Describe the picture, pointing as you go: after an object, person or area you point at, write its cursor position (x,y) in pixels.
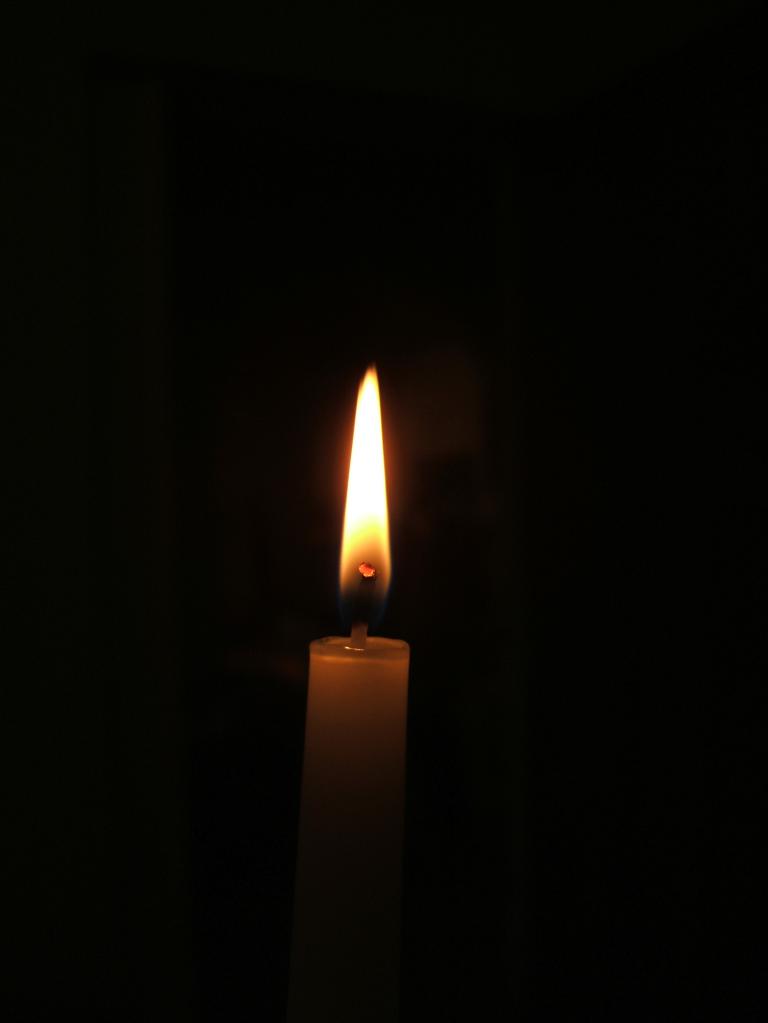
In this image, I can see a wax candle (314,640) with a flame (378,595). The background (571,881) looks dark.
